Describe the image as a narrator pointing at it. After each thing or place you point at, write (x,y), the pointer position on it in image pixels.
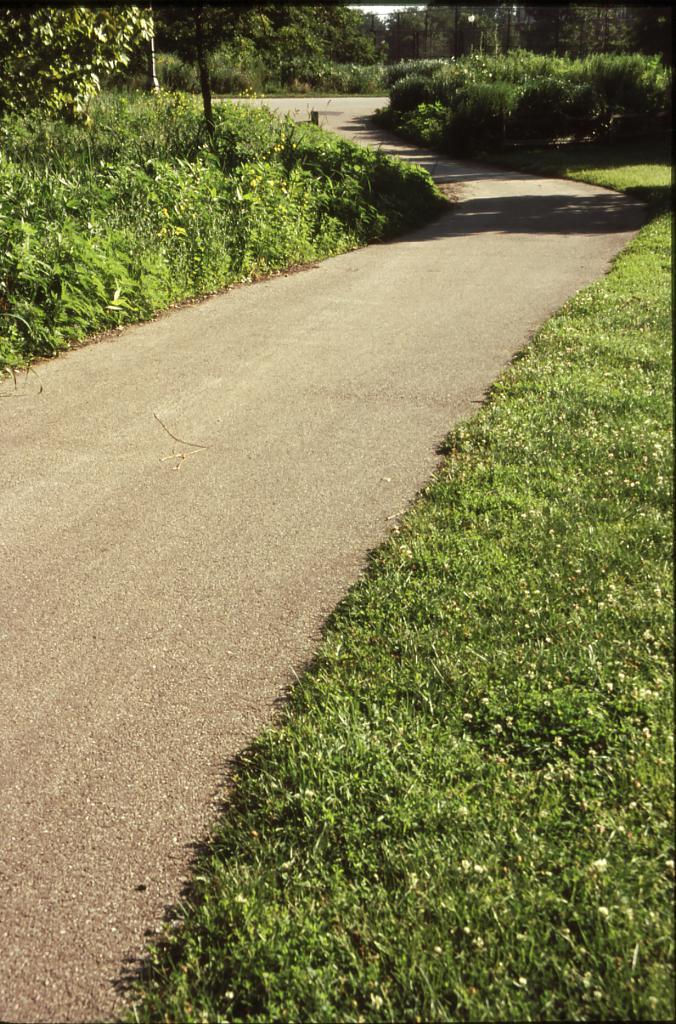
This image is clicked on the road (217,538). On the either sides of the road (375,418) there's grass (554,404) on the ground (564,562). In the background (272,81) there are trees (284,70) and plants (197,154). There are poles (152,41) in the image.
